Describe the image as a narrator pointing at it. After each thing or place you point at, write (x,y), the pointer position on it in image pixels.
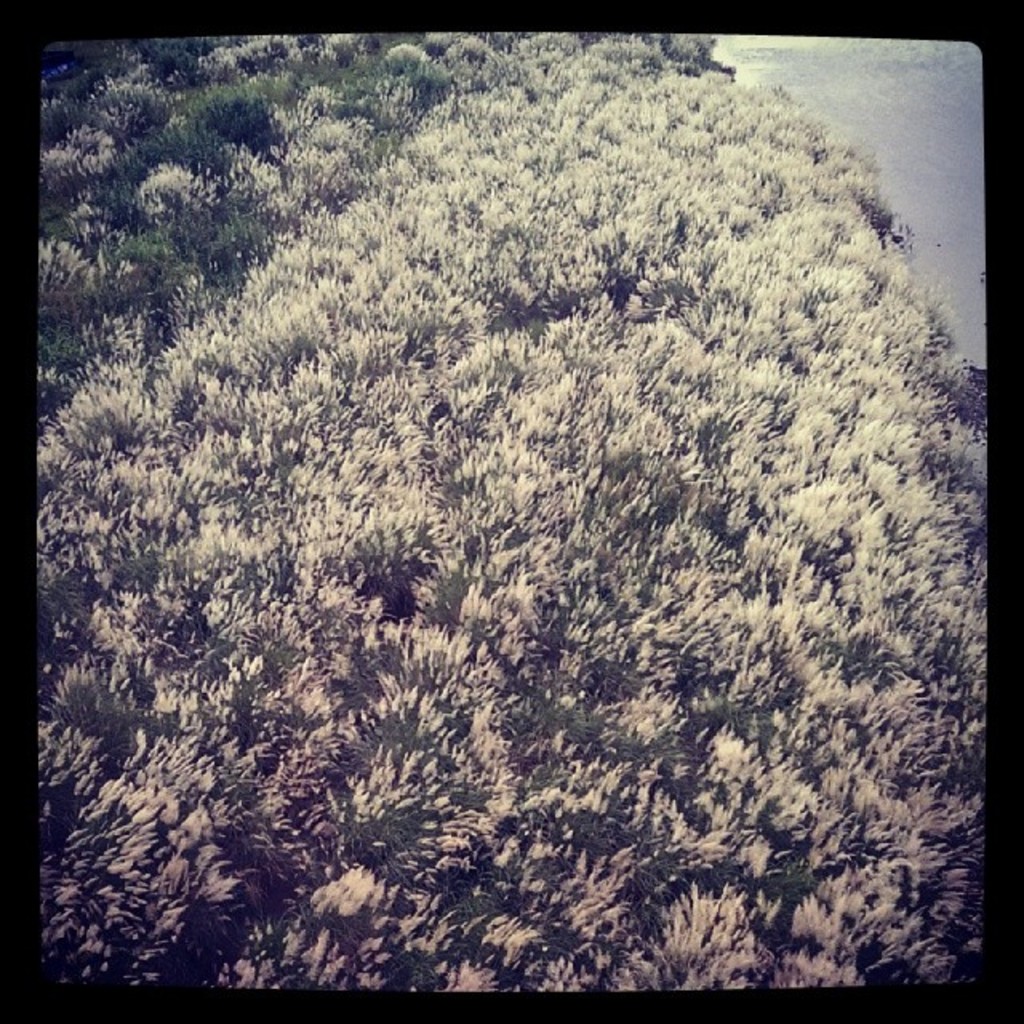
This is an edited image with the black borders (988,426) and the picture is clicked outside. In the center (497,434) we can see the grass (570,421). In the background (880,94) there is a water body (869,112).
